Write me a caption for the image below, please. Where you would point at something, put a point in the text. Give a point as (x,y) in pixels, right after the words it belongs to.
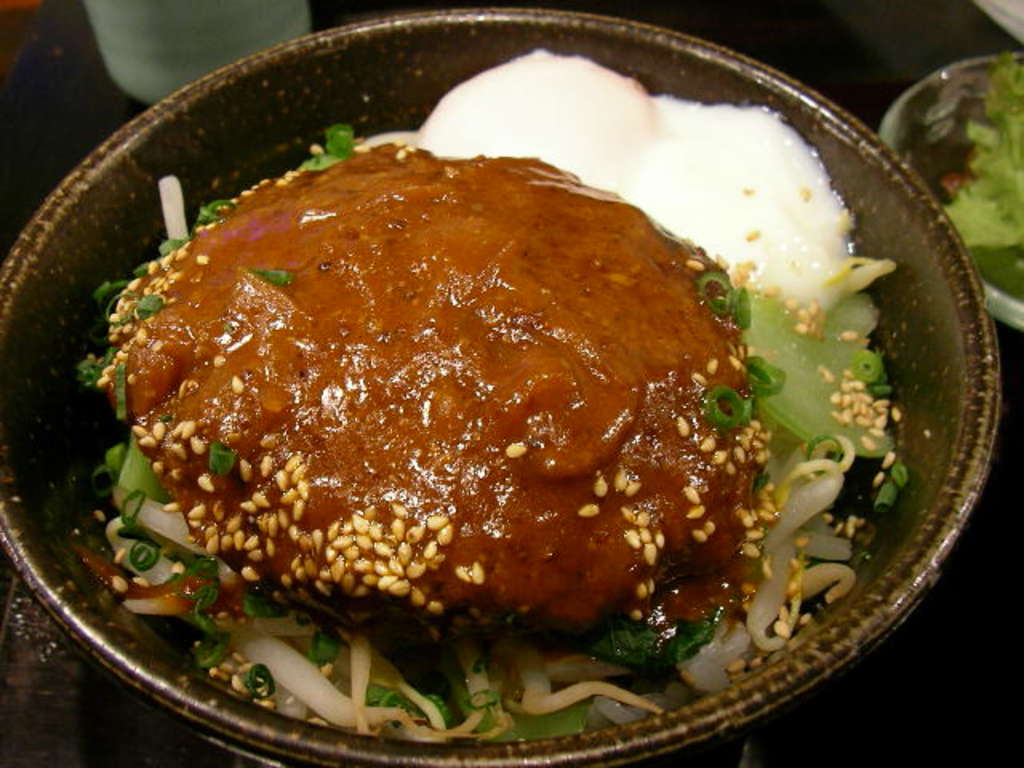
In this picture we can see some food (418,620) in a bowl (245,145). There is a food (980,178) in a plate (952,112) on the right side (1007,192). We can see a cup (267,30) in the background (226,21).
